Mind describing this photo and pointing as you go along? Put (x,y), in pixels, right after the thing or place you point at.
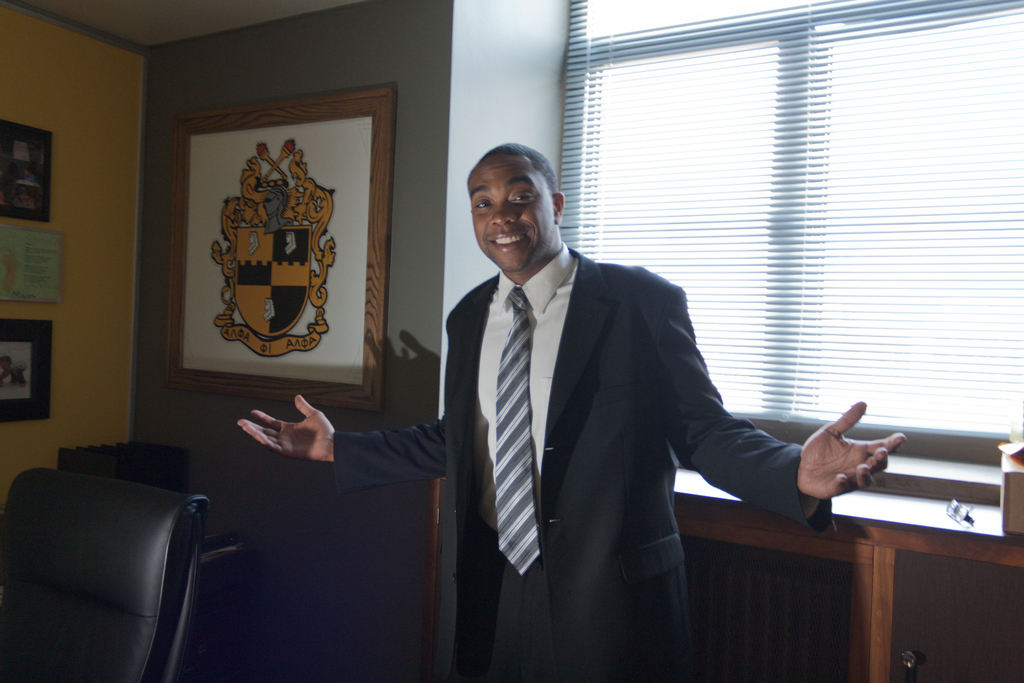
As we can see in the image, there is a man (561,295) standing and smiling. On the left side (136,546) there is a chair (95,570) and there are four frames (265,206) on wall (79,182). Behind him there is a window (854,224).
